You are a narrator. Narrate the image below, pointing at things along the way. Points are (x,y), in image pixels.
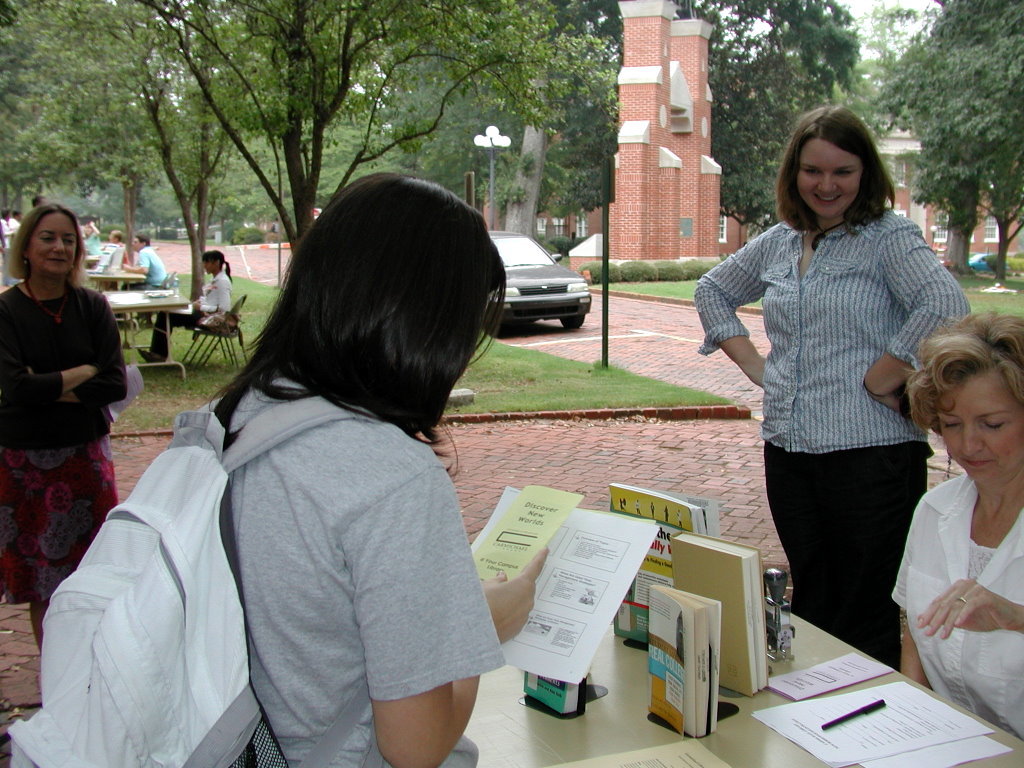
On the right side of the image (931,670) we can see a lady (943,674) sitting, next to her there is another lady (856,531) standing before them there is a table (644,667) and we can see books (697,656), paper (804,687) and a pen (841,718) placed on the table (809,759). On the left (33,519) there are two ladies (359,605) standing. In the background (131,305) there are tables (144,301) and chairs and we can see people (215,307) sitting there is a car (557,285), trees (526,148), pole (490,157), pillars (654,212) and grass (603,368).
